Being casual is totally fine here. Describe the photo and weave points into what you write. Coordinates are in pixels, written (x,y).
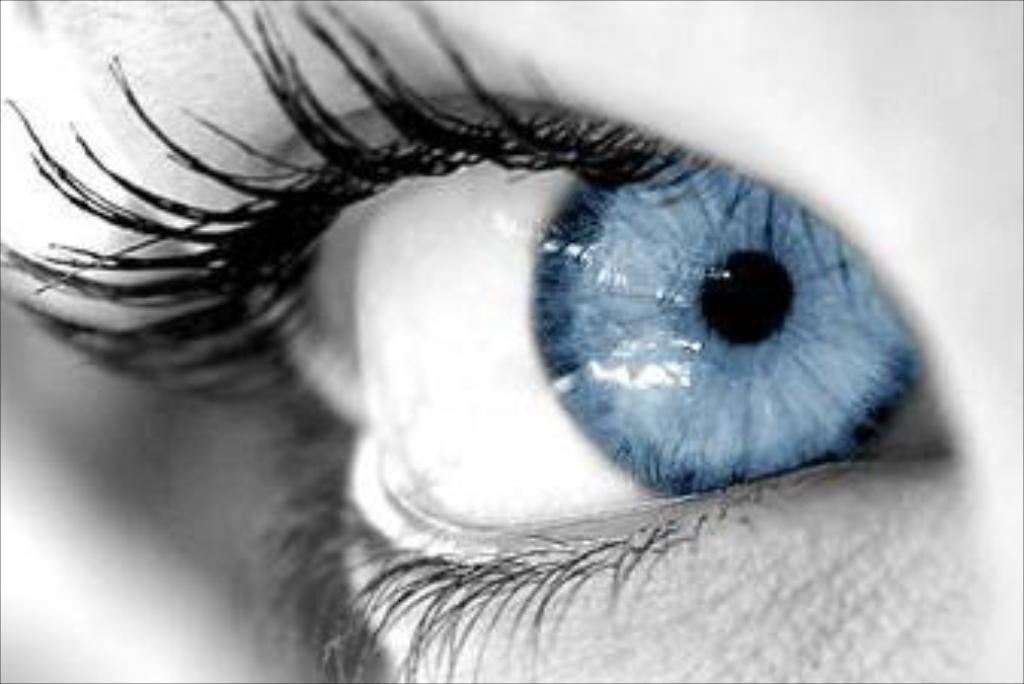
In this picture there is an eye (641,552) in the center of the image (583,269).
